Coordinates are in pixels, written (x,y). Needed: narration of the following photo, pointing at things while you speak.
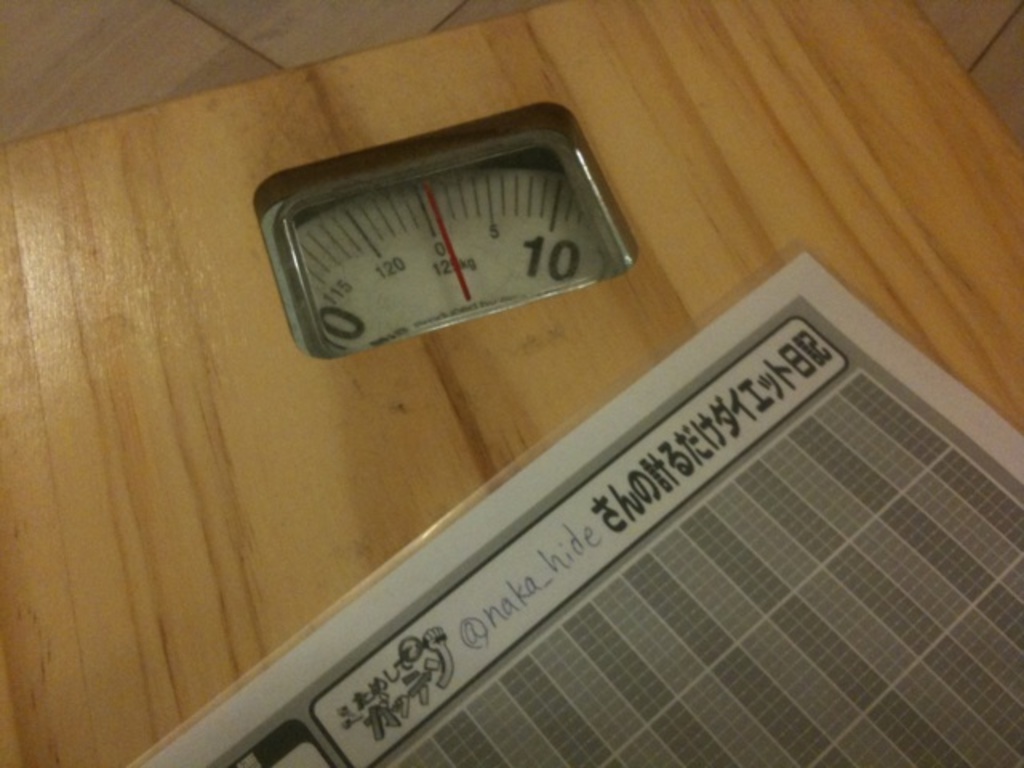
In this image we can see a weighing machine (285,287) placed on the floor (170,65).
